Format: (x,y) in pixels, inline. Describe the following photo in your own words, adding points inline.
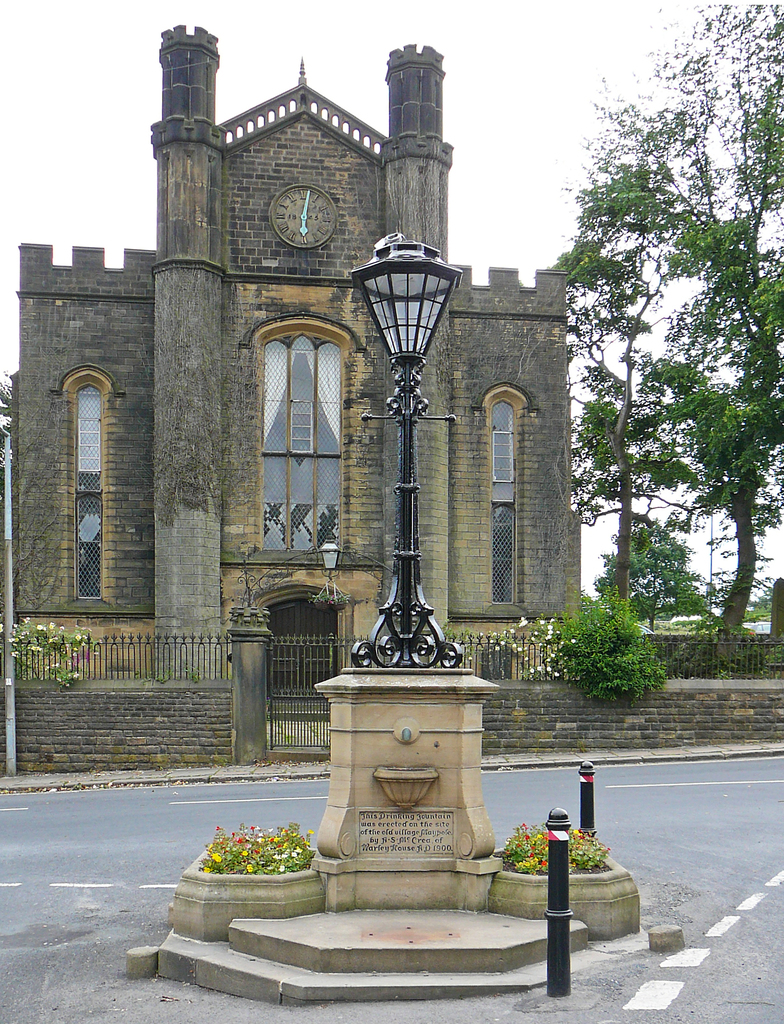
In this picture we can see a black color lamp post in the center of the image (453,656). Behind we can see a brown color clock tower building (238,527) and on the right side (760,348) we can see some trees (756,425).
